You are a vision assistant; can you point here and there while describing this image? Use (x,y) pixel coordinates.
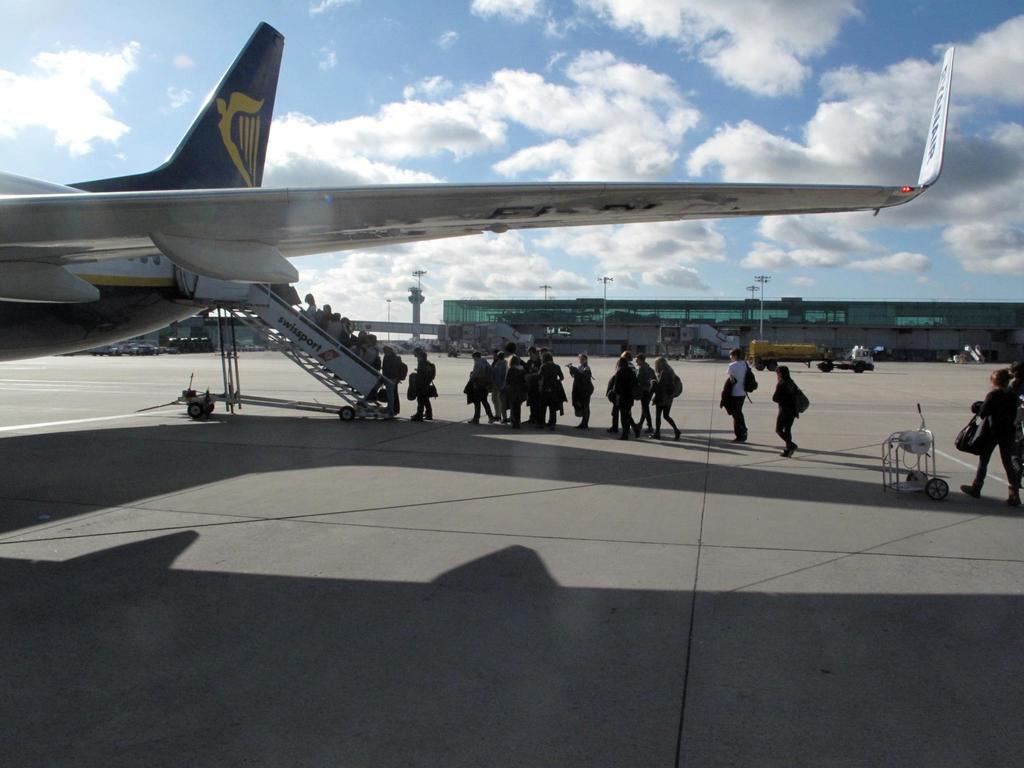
In this image there is an airplane (947,65) on the runway (599,396), there are group of people (630,392) standing, there are vehicles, poles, lights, a trolley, there is an airport (608,354), and in the background (870,49) there is sky (502,154).
